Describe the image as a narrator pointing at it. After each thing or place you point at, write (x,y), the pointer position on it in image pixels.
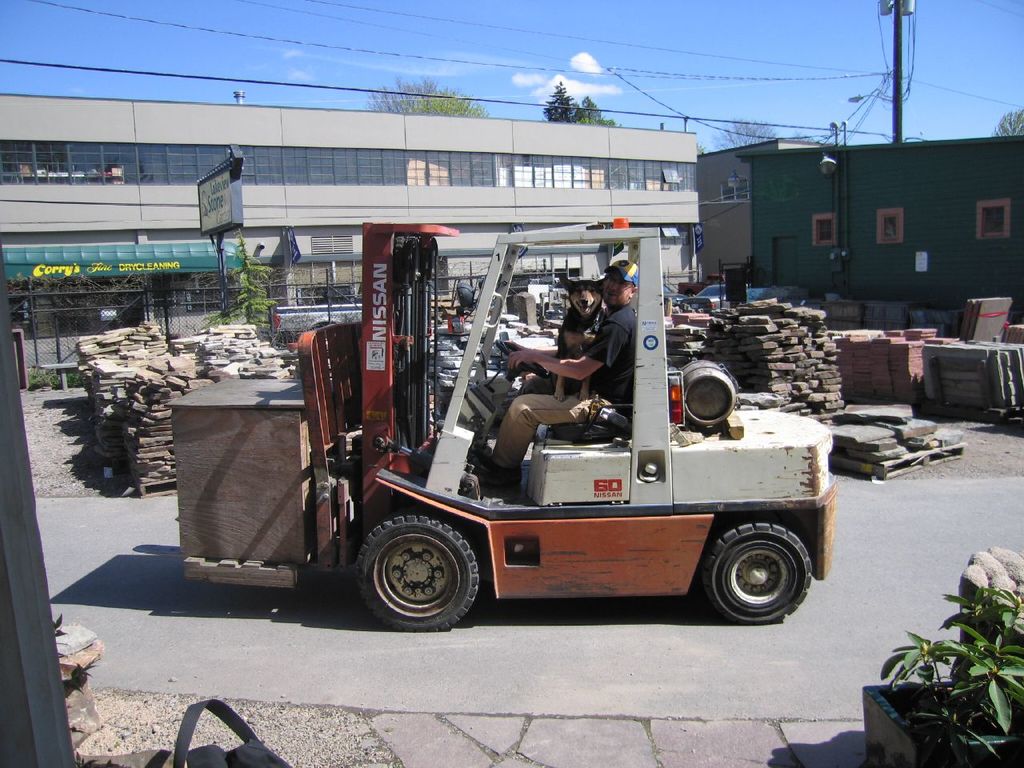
In this picture there is a man (579,418) who is sitting on the vehicle (595,423). Beside him there is a dog (578,326). In the back (831,387) I can see the stones (698,317). In the background (12,188) I can see the buildings (658,199). On the right (755,75) I can see the electric poles (900,139), street lights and wires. Behind the building (434,116) I can see the trees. At the top (504,48) I can see the sky (477,47) and clouds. In the bottom right corner (1008,670) I can see some plants (974,689).
